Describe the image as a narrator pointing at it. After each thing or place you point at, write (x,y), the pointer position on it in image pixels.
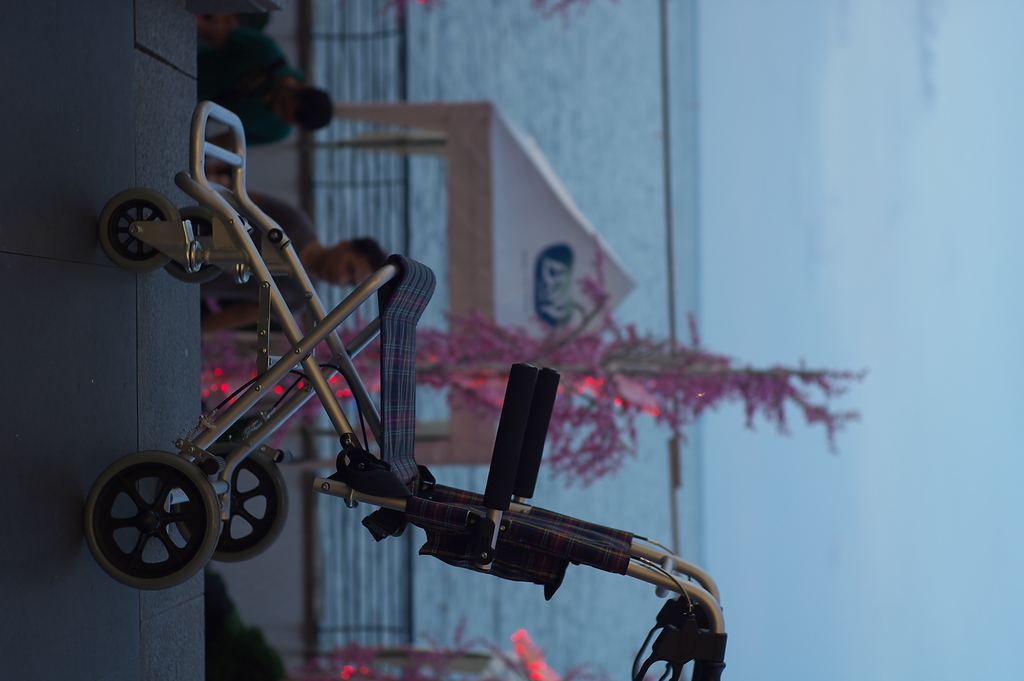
This image consists of a wheelchair (174,522) in the middle (426,379). There is water (621,324) in the middle (656,437). There is a plant (564,392) in the middle (564,392). There is the sky (924,312) on the right side (945,489).
